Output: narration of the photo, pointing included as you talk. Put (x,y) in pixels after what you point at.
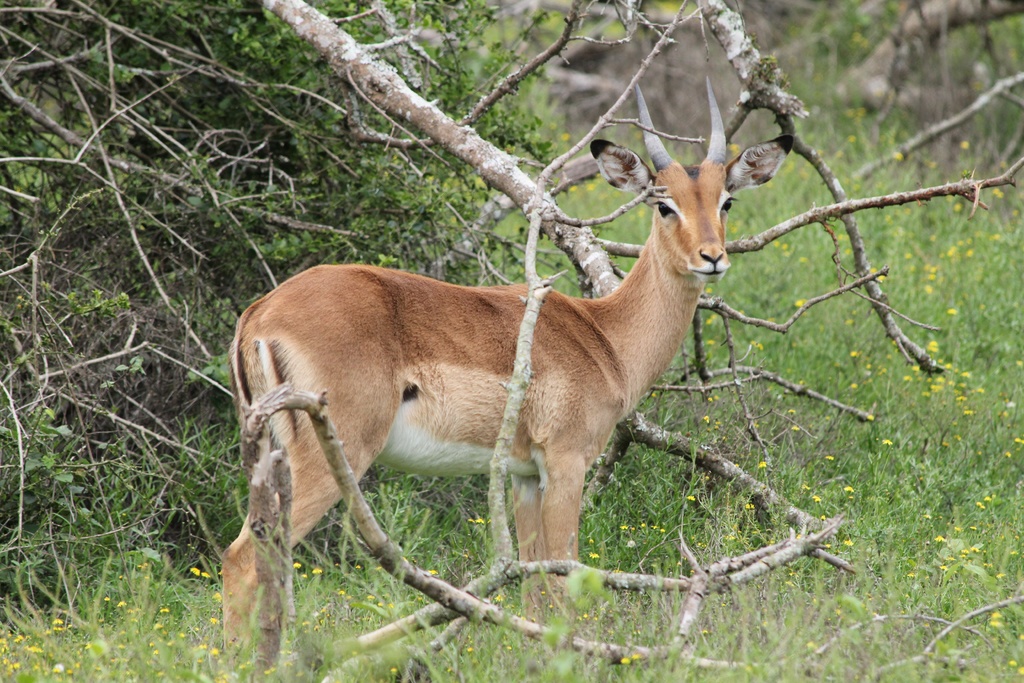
In the center of the image (504,340) there is an animal (538,366). At the bottom (814,613) we can see grass (156,635). On the left (54,265) we can see heap of sticks (208,195).
